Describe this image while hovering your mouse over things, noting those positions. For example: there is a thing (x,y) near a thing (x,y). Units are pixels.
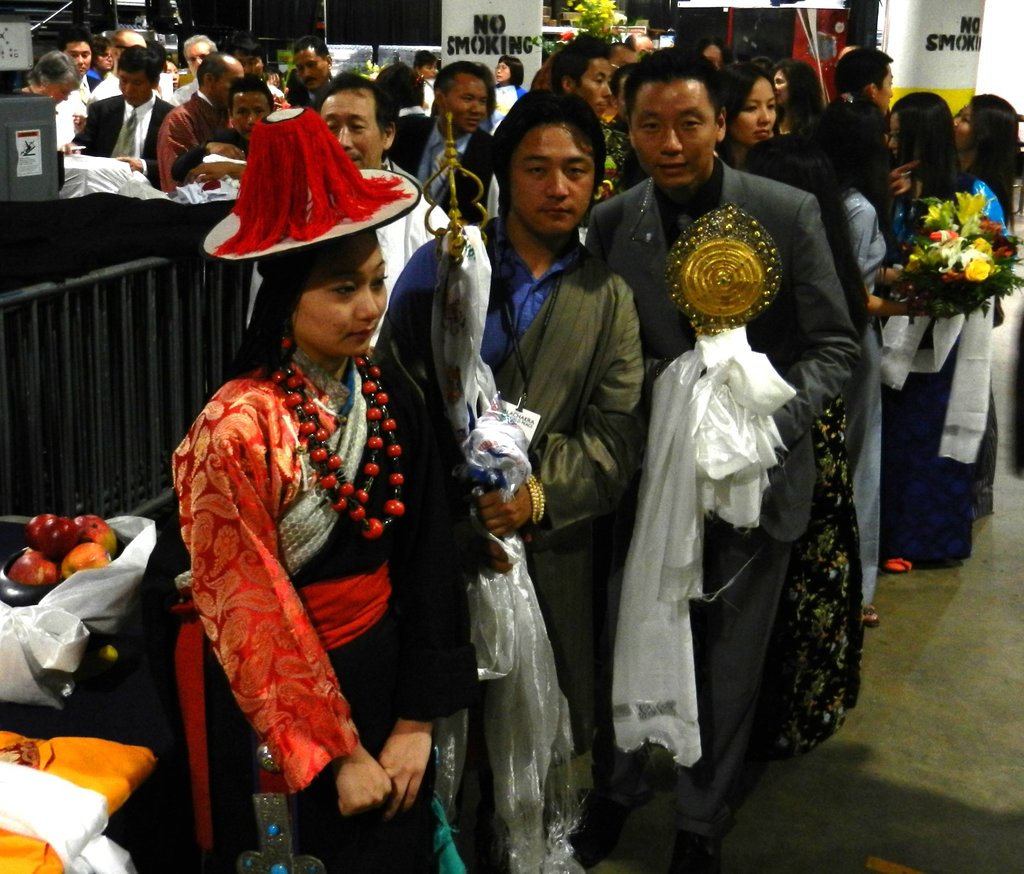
In this picture there is a group of men (569,283) standing in front (565,263) holding some objects (768,394) in the hand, giving pose into the camera. Beside there is a girl (391,602) wearing a traditional dress (410,460) with cap (352,189) is looking on the right side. In the background (312,42) there are some persons (468,93) standing in the queue.
